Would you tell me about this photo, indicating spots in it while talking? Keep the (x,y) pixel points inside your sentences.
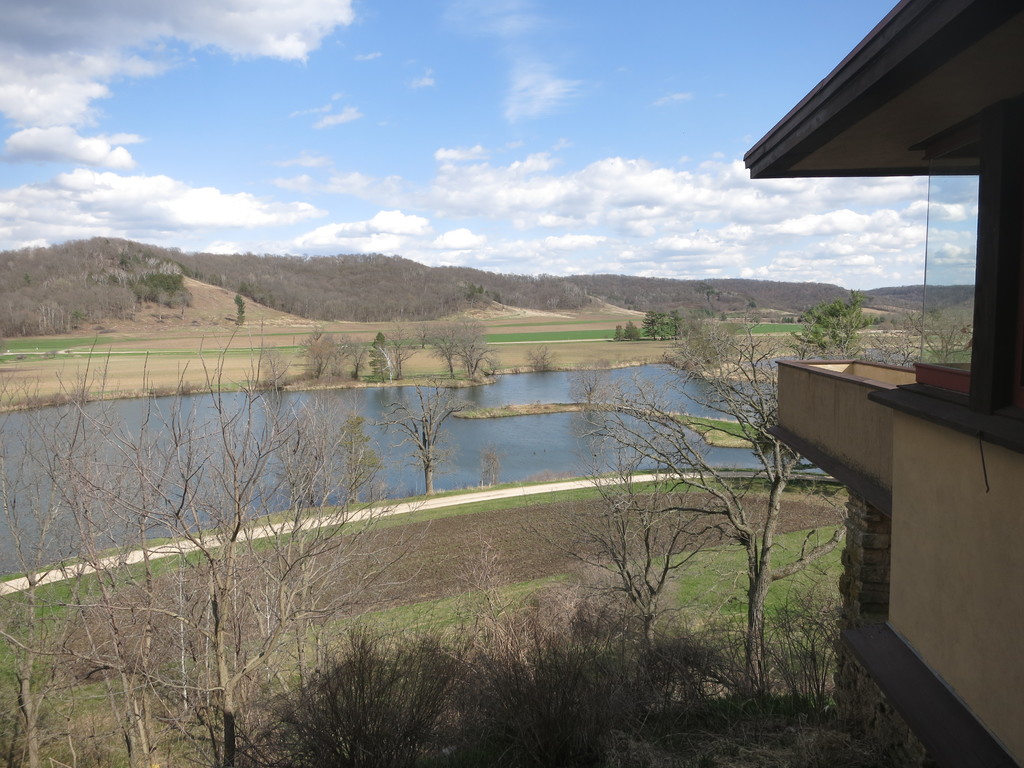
In this image I can see there is a building (826,444) on the right side (902,319), there is a lake (139,502), few trees (141,516) and in the background (192,308) there are few mountains (319,289) and they are covered with trees (185,274) and the sky (318,200) is cloudy.
